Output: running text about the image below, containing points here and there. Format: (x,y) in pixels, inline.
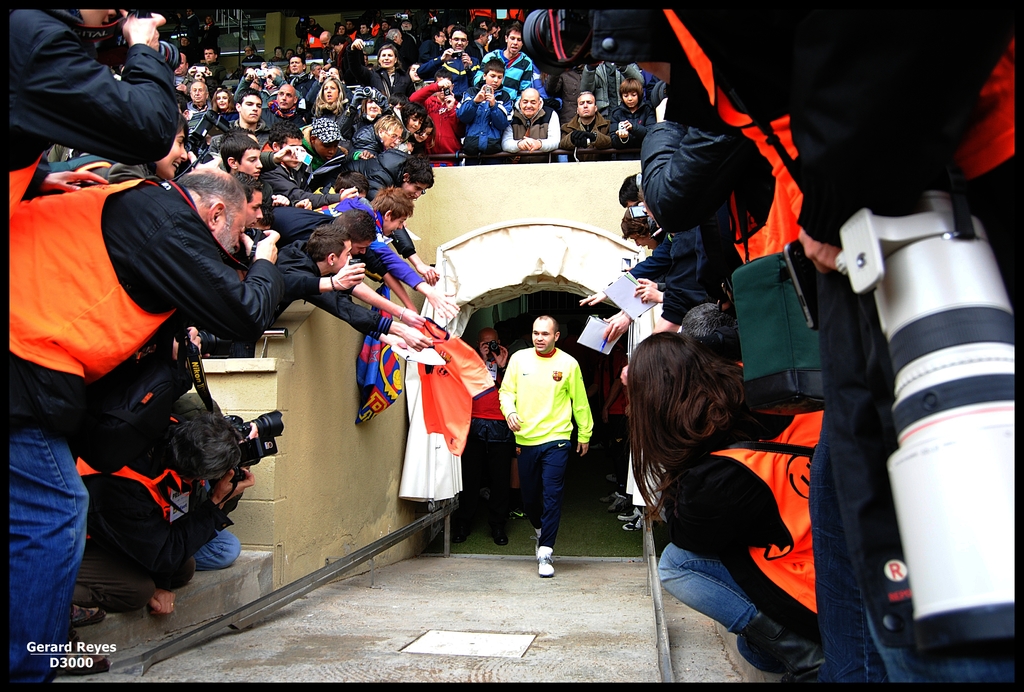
In this image I can see a person (541,381) walking wearing green shirt (506,400), blue pant (562,479). Background (497,367) I can see group of people (93,216) some are standing and some are sitting and I can also see few cameras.
